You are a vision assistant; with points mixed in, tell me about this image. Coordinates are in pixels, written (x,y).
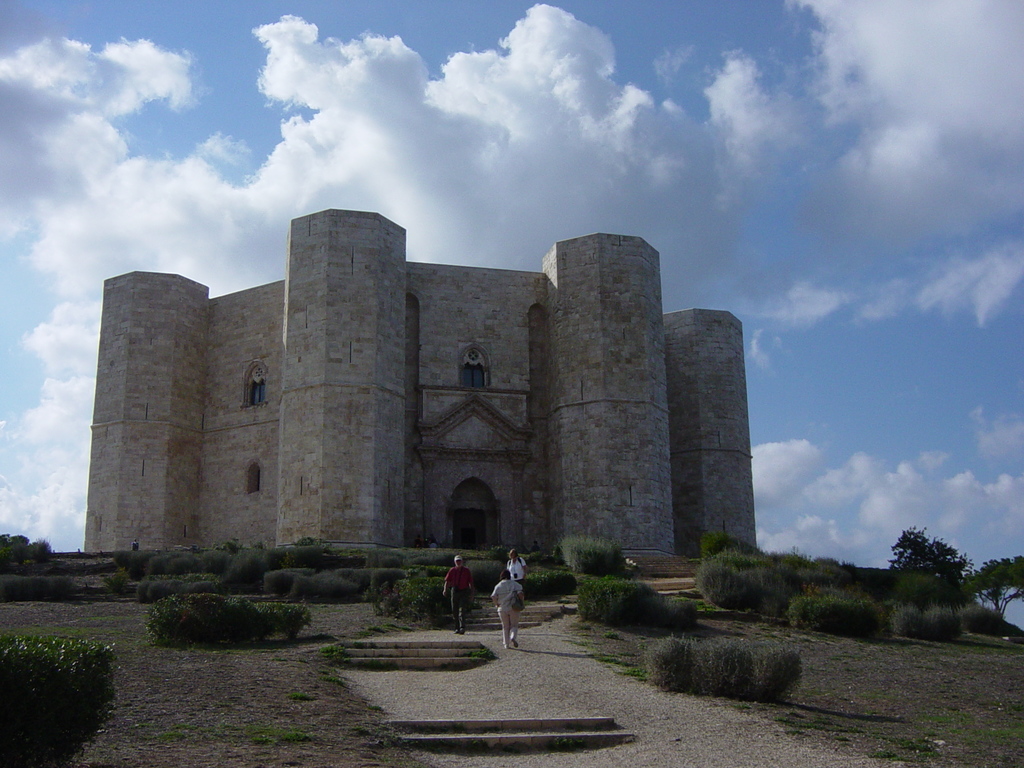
In the image we can see there are people (510,567) standing on the ground (426,622) and behind there is a building (505,412). There are plants (973,598) and bushes (906,573) on the ground (96,585). There is a cloudy sky (488,131).
